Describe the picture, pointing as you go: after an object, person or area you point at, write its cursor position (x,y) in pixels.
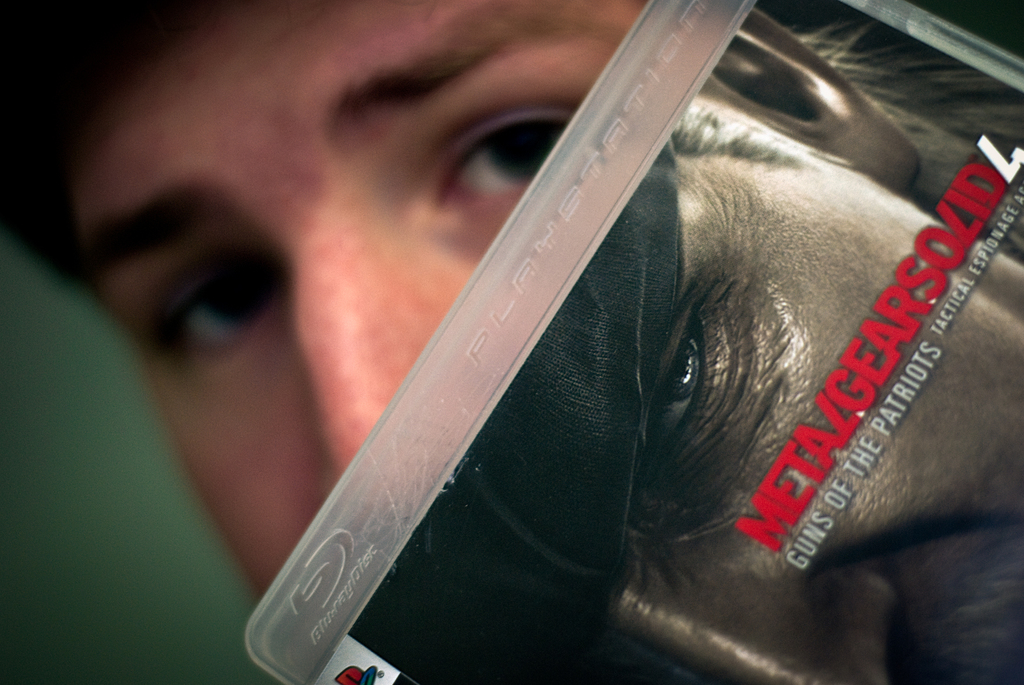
In this image there is a person (406,221) posing with a PlayStation CD (521,347).
